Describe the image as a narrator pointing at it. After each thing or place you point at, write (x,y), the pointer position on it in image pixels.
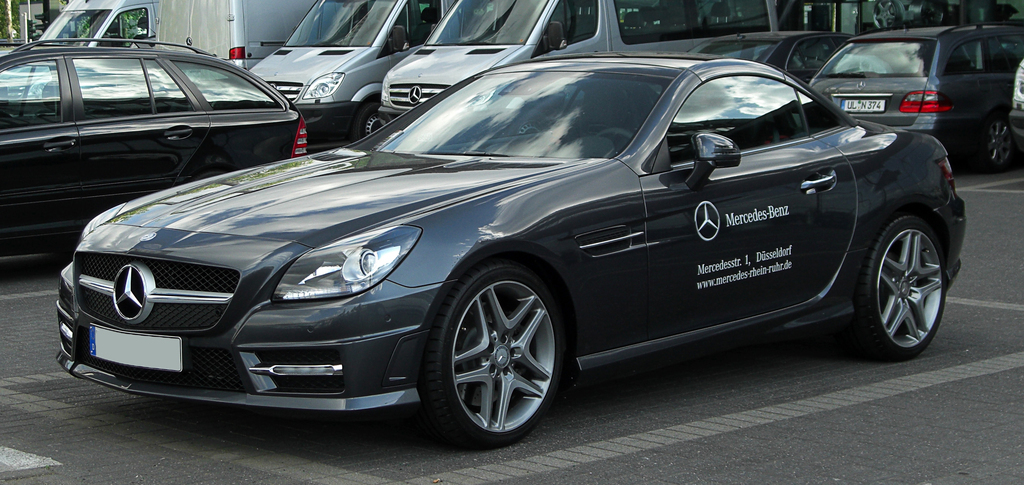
In this image I see number of cars (294,118) and I see words (720,267) written over here and I see the logo (703,217) over here and I see the number plate (96,339) and I see the path (1012,252) on which there are white lines (989,188).
